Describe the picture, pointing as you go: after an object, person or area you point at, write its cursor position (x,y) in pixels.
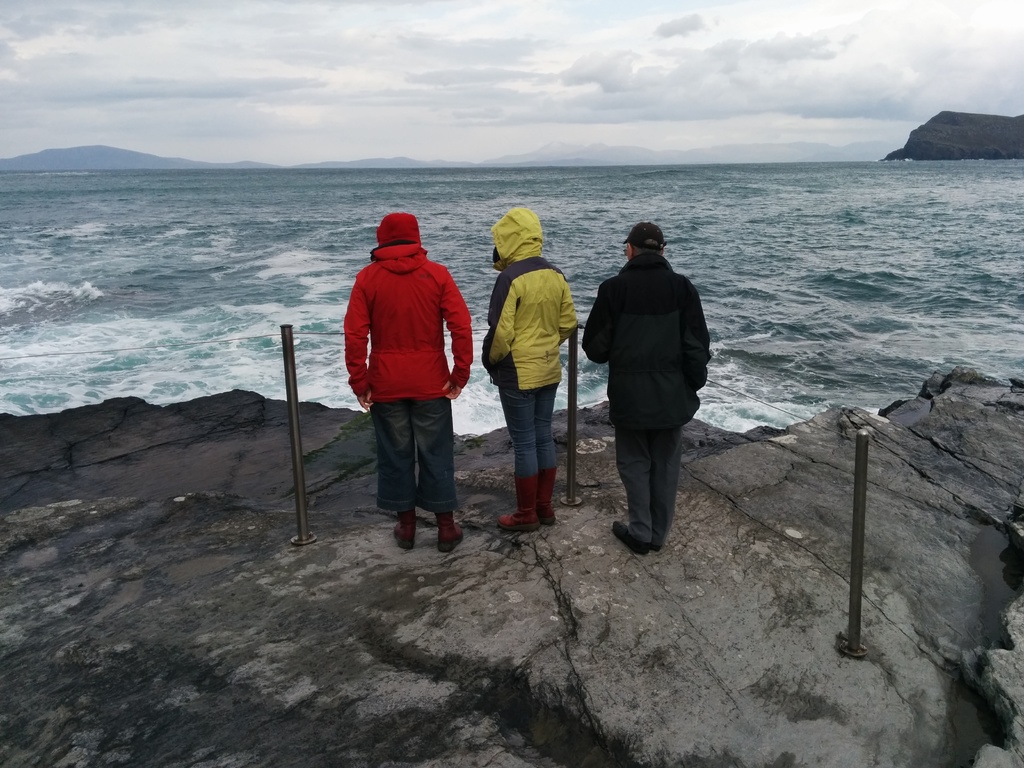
As we can see in the image there are three people (436,437) standing in the front (461,383). There is water (582,287), sky (274,66) and clouds (481,65).
